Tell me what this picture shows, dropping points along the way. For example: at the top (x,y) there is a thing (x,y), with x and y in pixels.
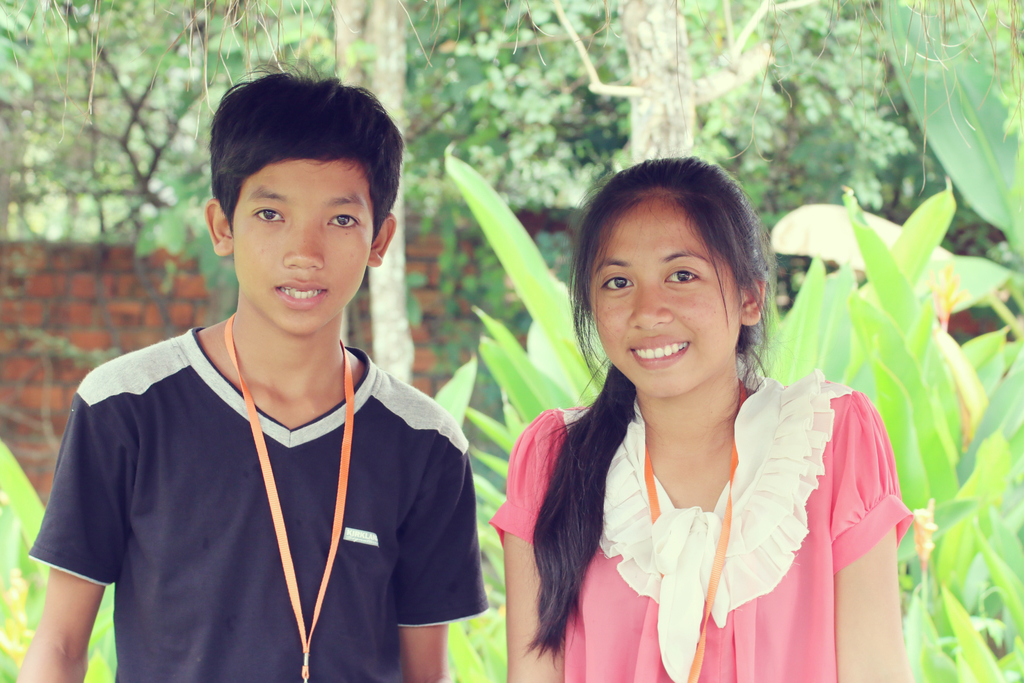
On the left side (273,562) a boy (299,578) is there, he wore t-shirt (319,558). On the right side (684,241) a girl (600,461) is smiling she wore pink color dress (781,560), behind them there are trees (740,159) and a brick wall (180,297).
